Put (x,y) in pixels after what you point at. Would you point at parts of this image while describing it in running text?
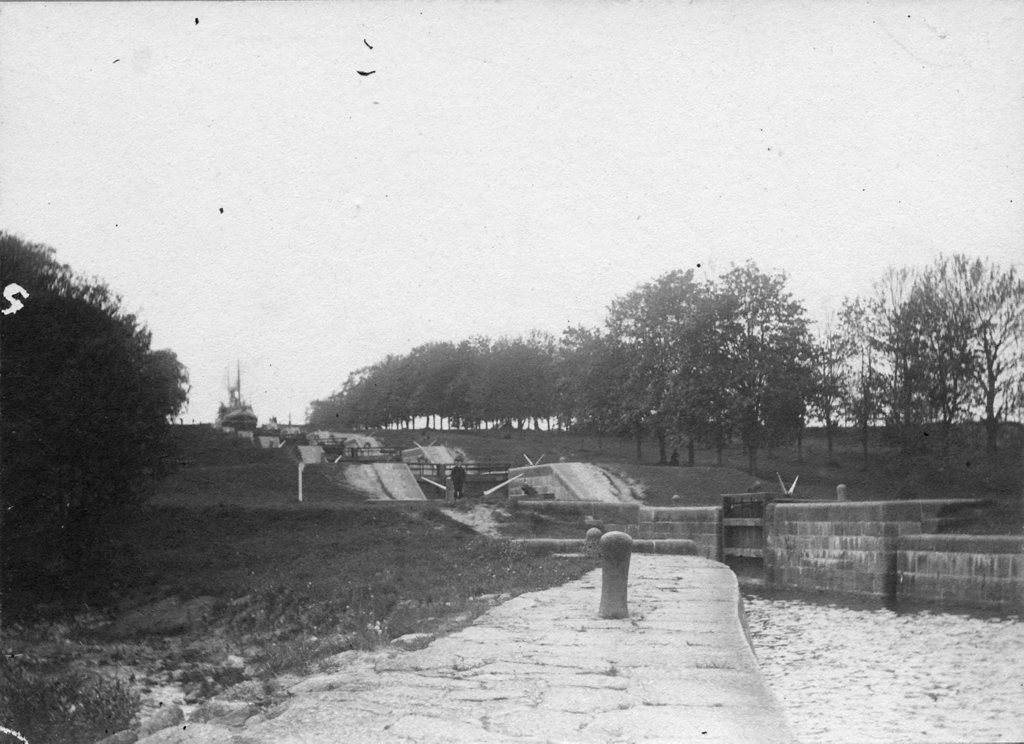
This is a black and white image. In this image we can see ship (248,416), water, trees (30,385), grass (620,447), persons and sky (630,182).
